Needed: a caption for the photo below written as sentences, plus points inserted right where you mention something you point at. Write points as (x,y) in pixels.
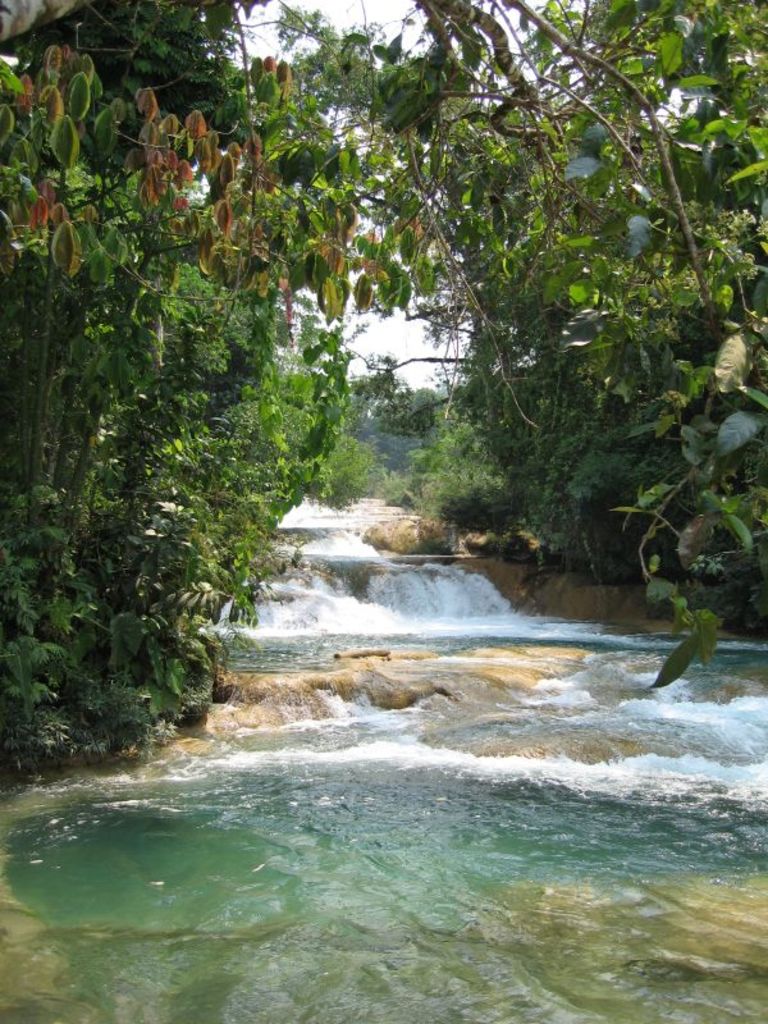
In this picture I can see the water (373,778) in the middle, there are trees (433,438) on either side of this image. In the background (367,228) there is the sky (378,229).
